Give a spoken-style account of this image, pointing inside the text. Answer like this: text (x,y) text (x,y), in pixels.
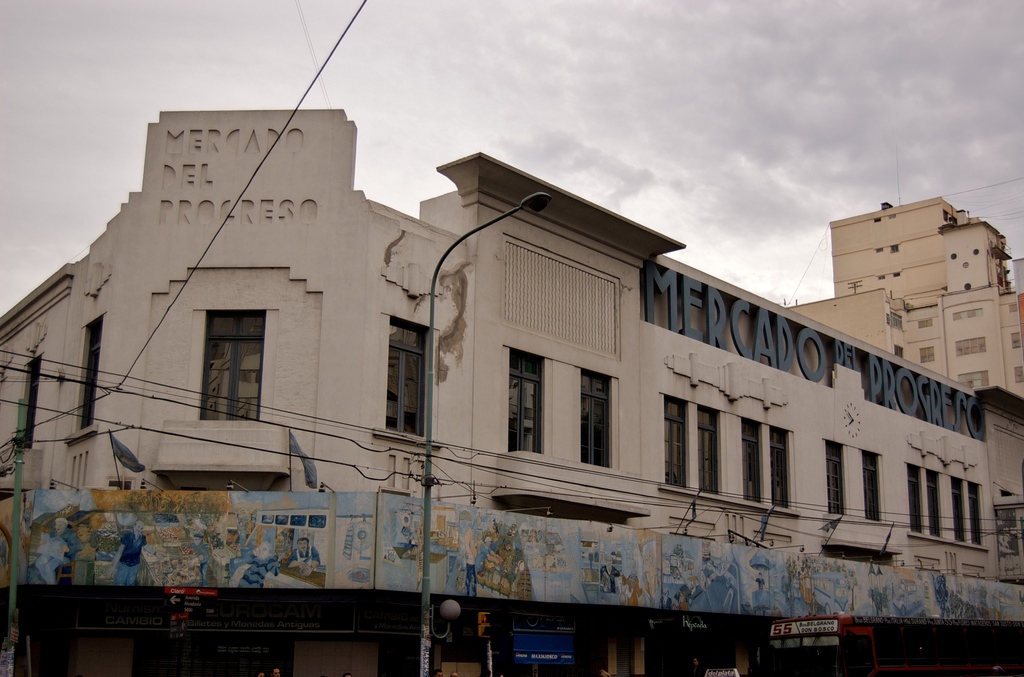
In the image there is a building (247,372), below the building (496,667) there is a vehicle (845,656), a traffic signal pole (492,646), a street light (428,409) and there is another tall building (943,279) on the right side (919,249).
